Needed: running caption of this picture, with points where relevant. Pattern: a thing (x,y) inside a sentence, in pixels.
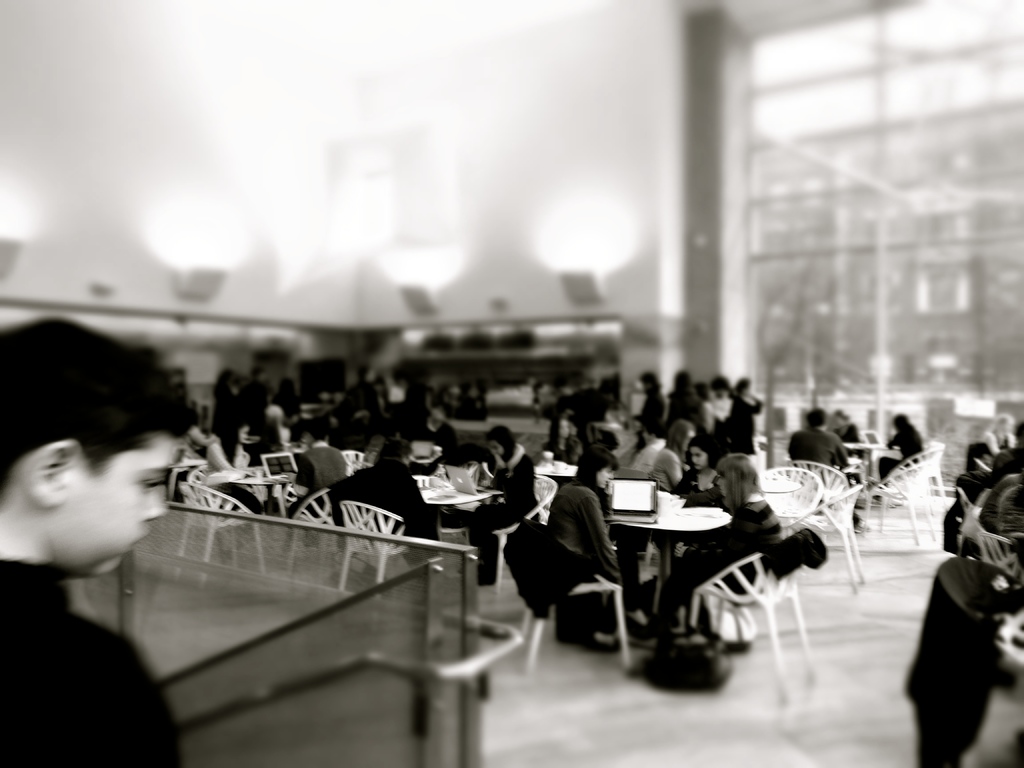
It is a black and white image there are many groups of people (567,512) sitting around the tables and working and their background (793,281) is blurred, on the left side (116,518) there is a boy (72,711).
